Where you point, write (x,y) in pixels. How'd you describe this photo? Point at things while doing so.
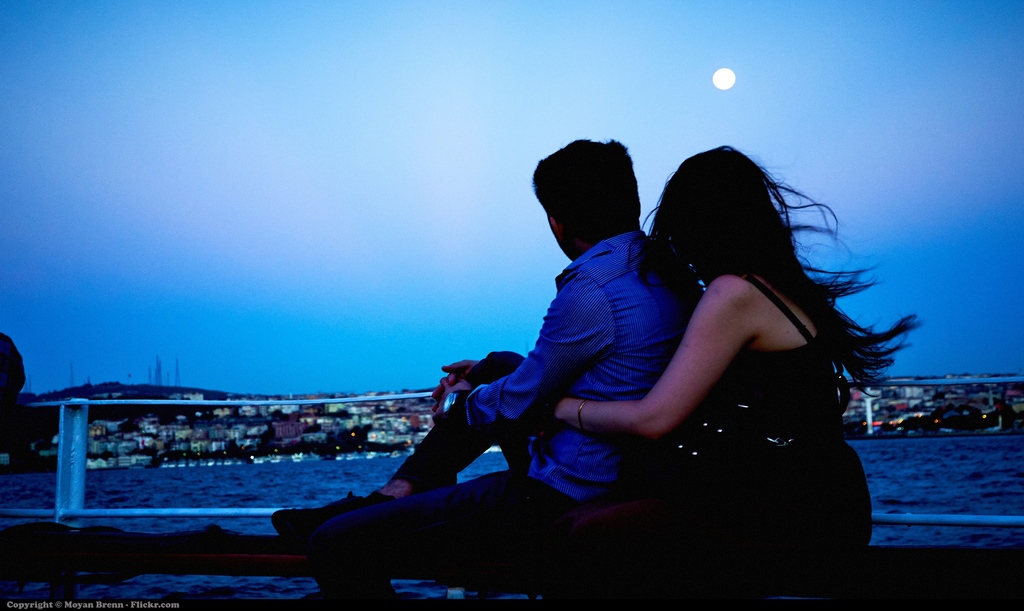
In this picture we can see there are two people (593,448) sitting on an object (645,542) and in front of the people (576,384) there are houses (203,427) and there is a moon (717,79) in the sky (482,120). On the image there is a watermark (139,604).
